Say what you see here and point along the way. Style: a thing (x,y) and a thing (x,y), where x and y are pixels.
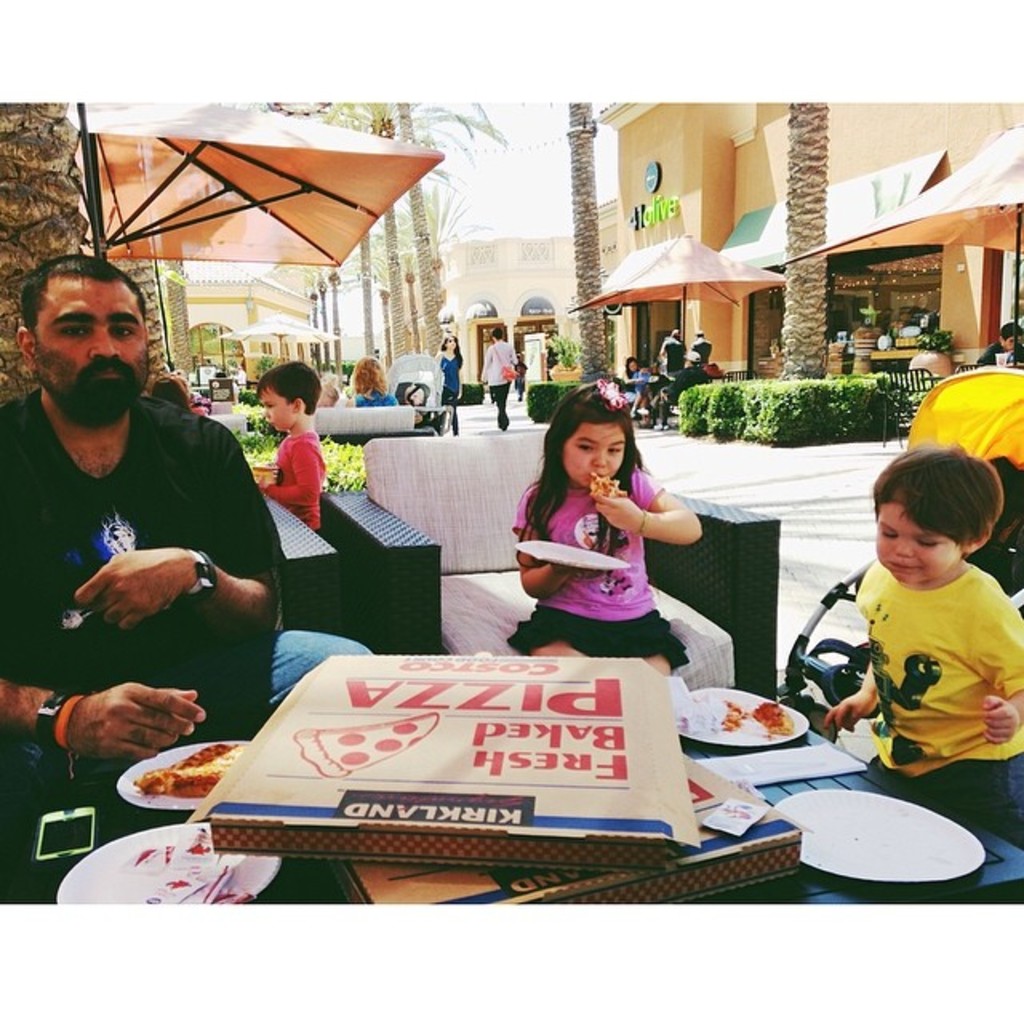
there is a box (558,826) named fresh baked pizza on the table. there are 3 people (228,539) sitting around the table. behind them there are trees (429,265) and buildings (846,216).
